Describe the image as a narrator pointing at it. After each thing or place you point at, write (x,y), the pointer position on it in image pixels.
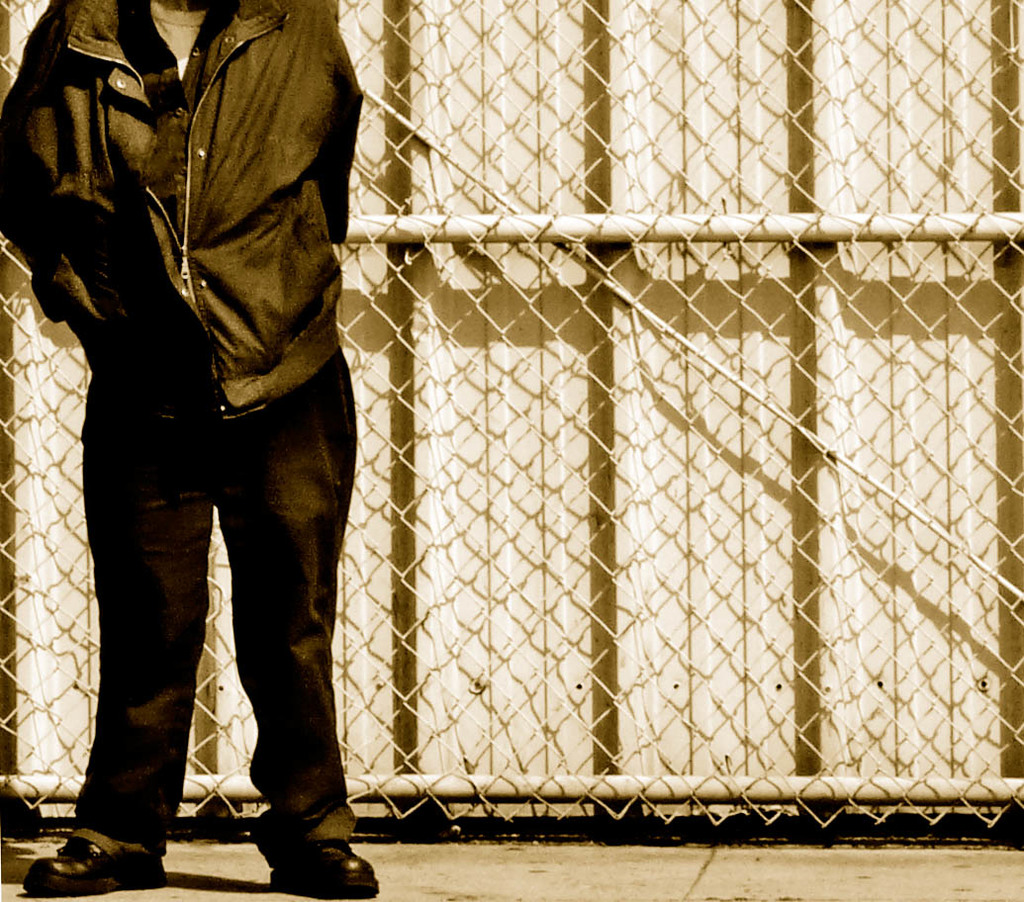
In this image, we can see a person (203,367) whose face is not visible standing in front of the fencing (559,393).
